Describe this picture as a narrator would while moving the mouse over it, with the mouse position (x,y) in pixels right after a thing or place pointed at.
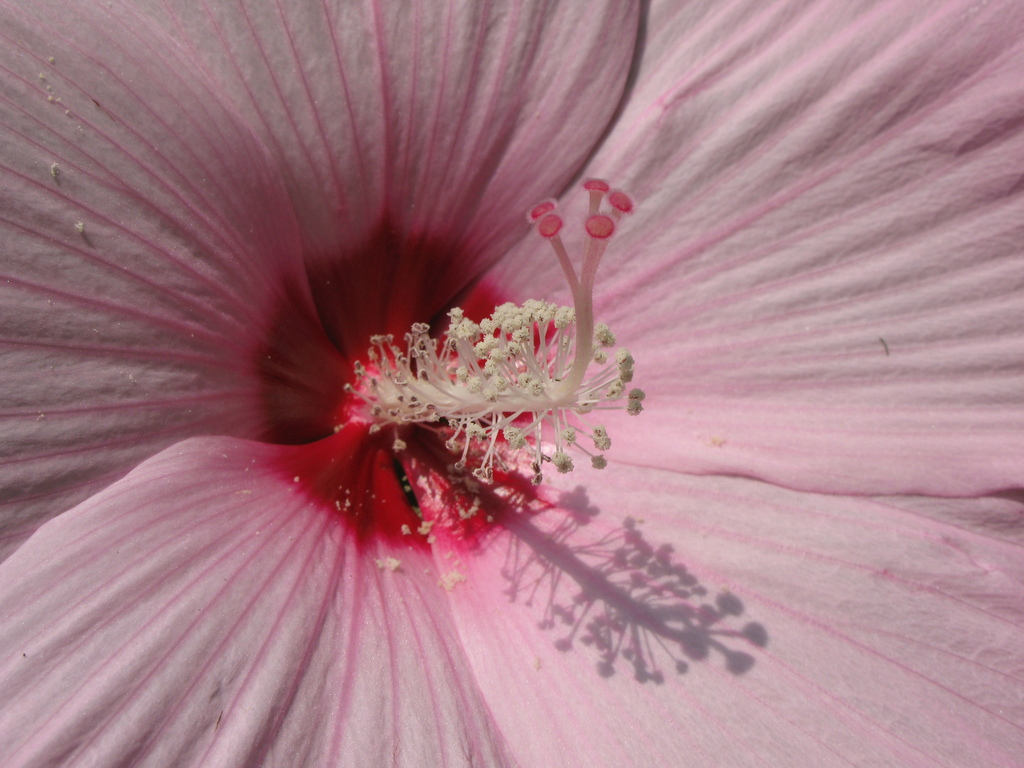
This is the zoom-in picture of the pink color flower (806,531) where we can see pollen grains (360,367).
